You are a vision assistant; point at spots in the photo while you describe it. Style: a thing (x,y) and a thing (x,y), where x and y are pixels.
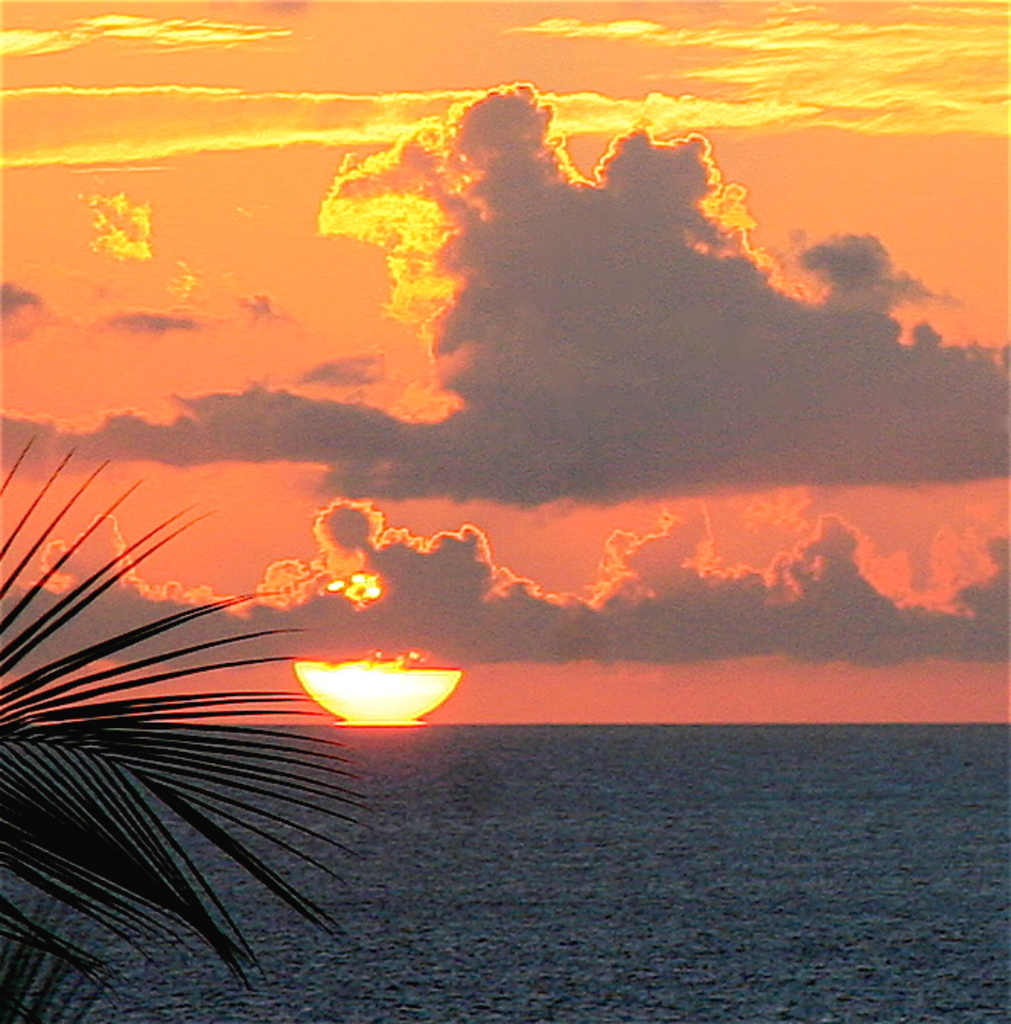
In this image there is a sun (342,695) in middle of this image (404,662) and there is a sunset (662,213) at top of the image (348,267) and there is a tree (147,783) at left side of this image (186,823) and there is a sea (586,962) at bottom of this image (672,918).
